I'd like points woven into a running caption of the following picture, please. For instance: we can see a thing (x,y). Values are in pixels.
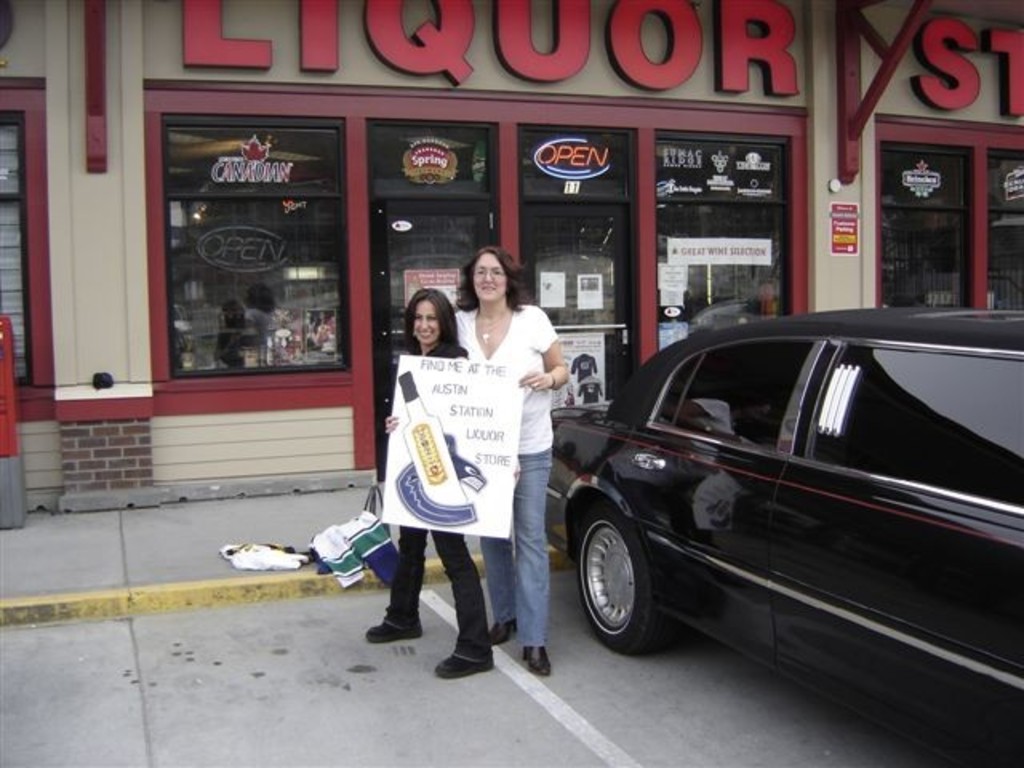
At the bottom (374,678), we see the road (370,738). In the middle (507,348), we see two women (539,530) are standing and they are holding a white banner (492,530) with some text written on it. Beside them, we see the clothes (323,547) on the footpath (269,525). On the right side (728,403), we see a black car (805,467). In the background (252,236), we see a building (159,279) in cream and red color. We see the posters (596,349) pasted on the glass windows (658,241). At the top (445,43), we see some text (635,64) written on top of the building (108,321). On the left side (1,455), we see an object (1,414) in red and grey color.
